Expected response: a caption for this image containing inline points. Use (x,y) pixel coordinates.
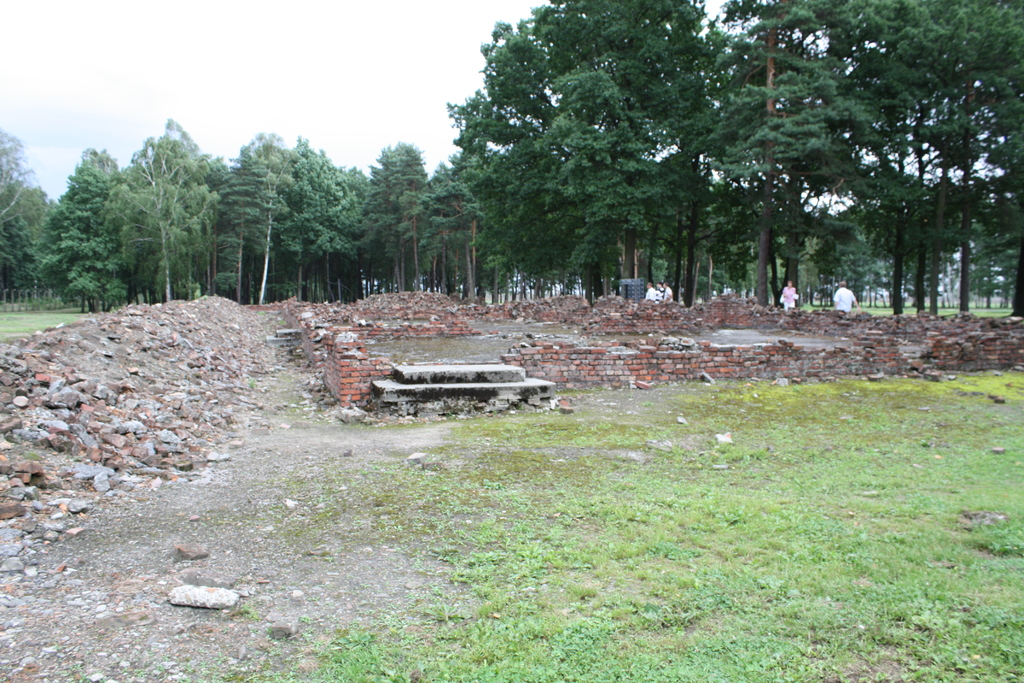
In this picture there are few persons (792,289) standing in the right corner (834,297) and there are few bricks (368,346) beside them and there are trees (526,177) in the background (594,179).
